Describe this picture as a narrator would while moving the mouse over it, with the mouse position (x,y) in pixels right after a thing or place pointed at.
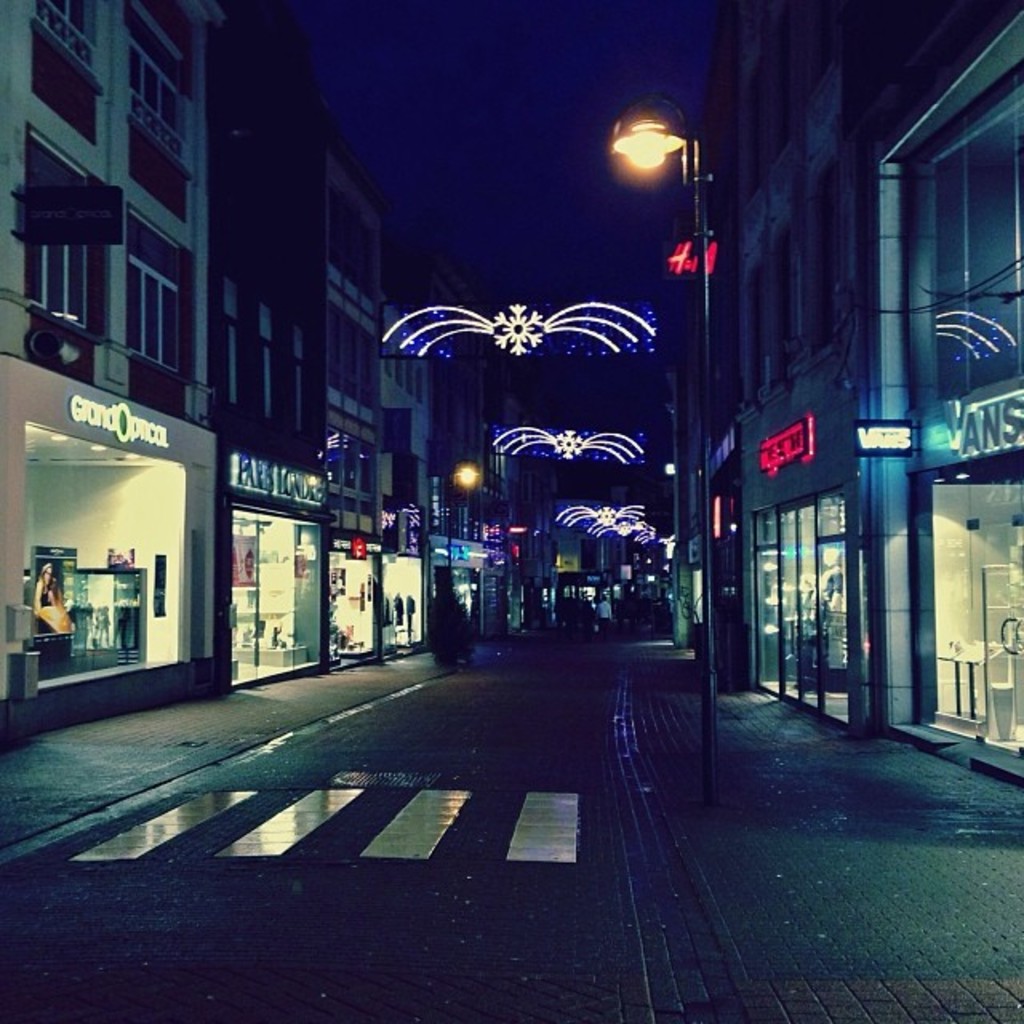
In the middle of the image (656,571) we can see a pole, light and we can see some buildings (63,163). Behind the pole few people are walking on the road (640,635).
